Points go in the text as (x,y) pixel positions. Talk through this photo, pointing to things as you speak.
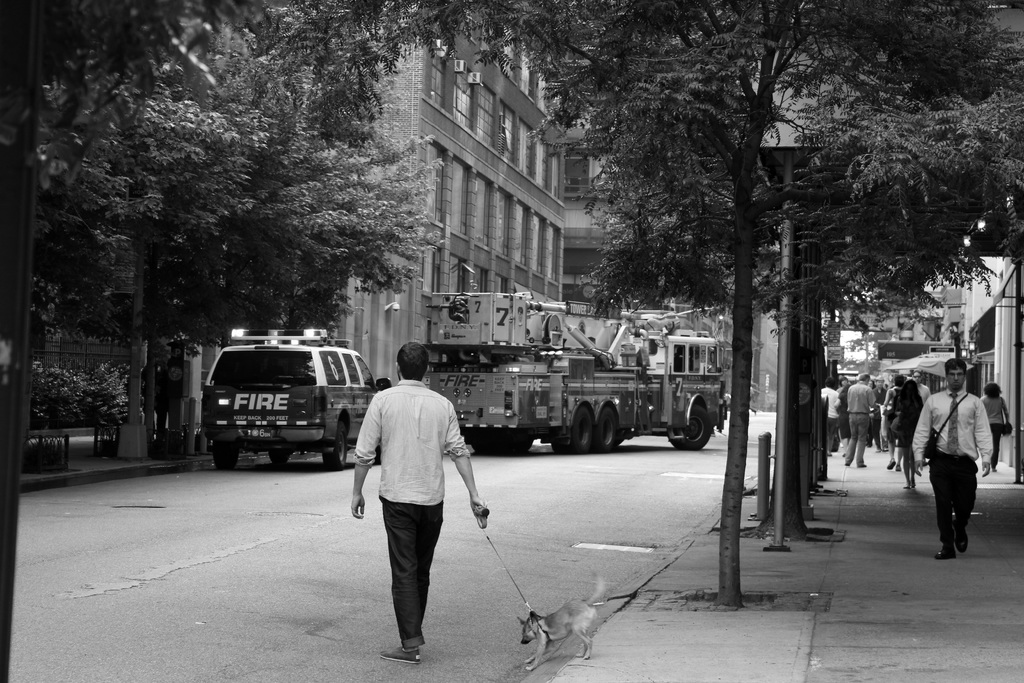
In the foreground (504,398) I can see vehicles (502,429), crowd (409,488) and a dog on the road (443,561). In the background (320,231) I can see trees (755,226), buildings (570,202) and windows (519,251). This image is taken during a day.
